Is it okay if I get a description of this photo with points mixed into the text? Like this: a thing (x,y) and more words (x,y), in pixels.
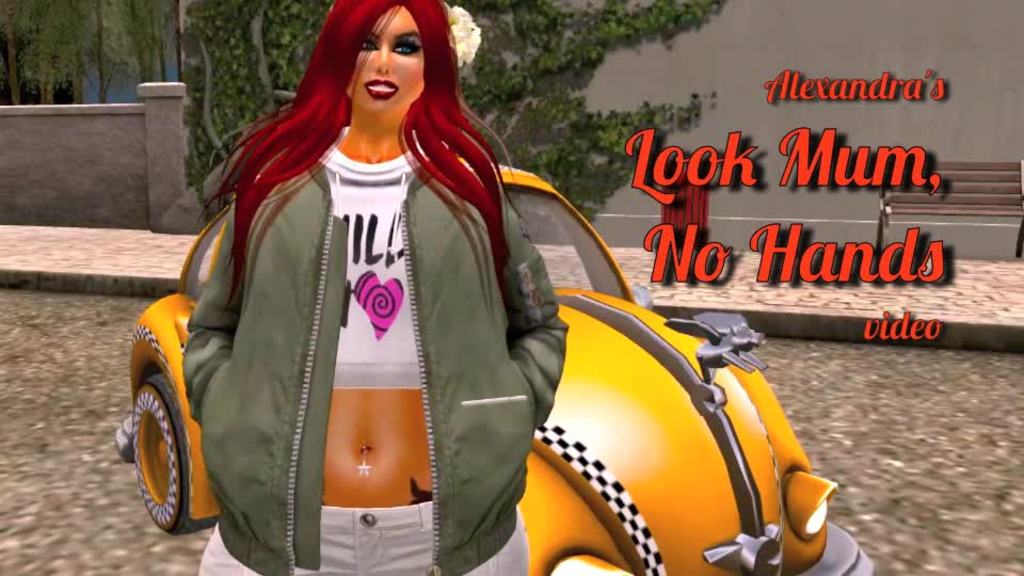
This is an animated picture. In the center of the picture (424,277) there is a woman (387,313) and a car (656,518) behind her. Towards right (818,93) there is text (771,257). In the background there are trees (300,23), wall (640,78), bench (971,204) dustbin (676,216) and footpath (942,296).
